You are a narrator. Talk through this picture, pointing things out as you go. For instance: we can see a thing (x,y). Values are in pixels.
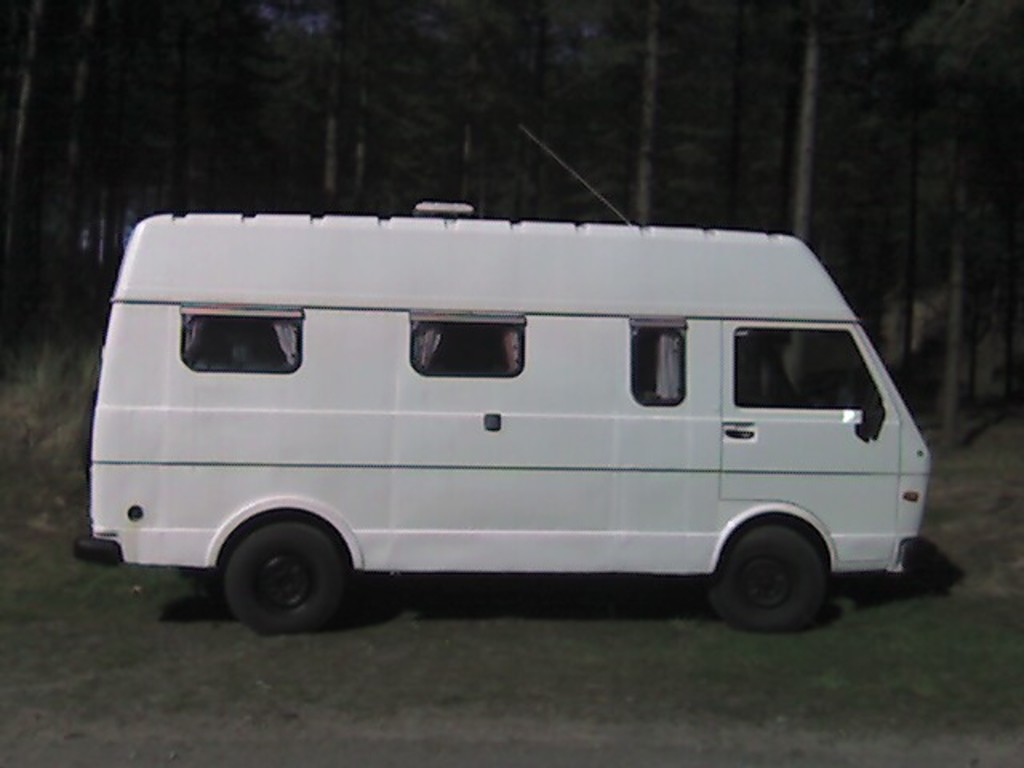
In this image there is a white color van (402,416) on the ground (462,577). In the background (499,143) there are tall trees (495,139). Above the van (542,226) there is an antenna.
